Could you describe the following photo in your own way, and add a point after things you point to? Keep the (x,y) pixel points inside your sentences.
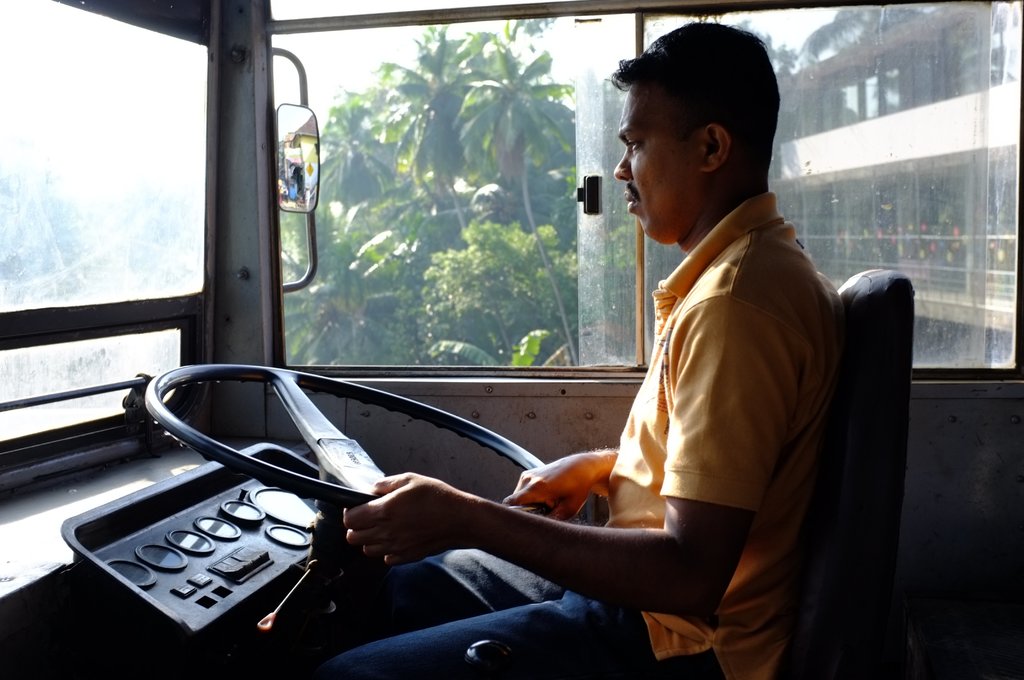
On the right side of the image (956,180) we can see a glass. In the middle of the image (485,444) we can see a person (708,471) is sitting on a chair (800,584) and holding a steering wheel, may be this person (439,649) is called as driver (645,630). A window (472,296) is there from that we can see trees (416,274). On the right side of the image (930,33) we can see the building (930,206).
